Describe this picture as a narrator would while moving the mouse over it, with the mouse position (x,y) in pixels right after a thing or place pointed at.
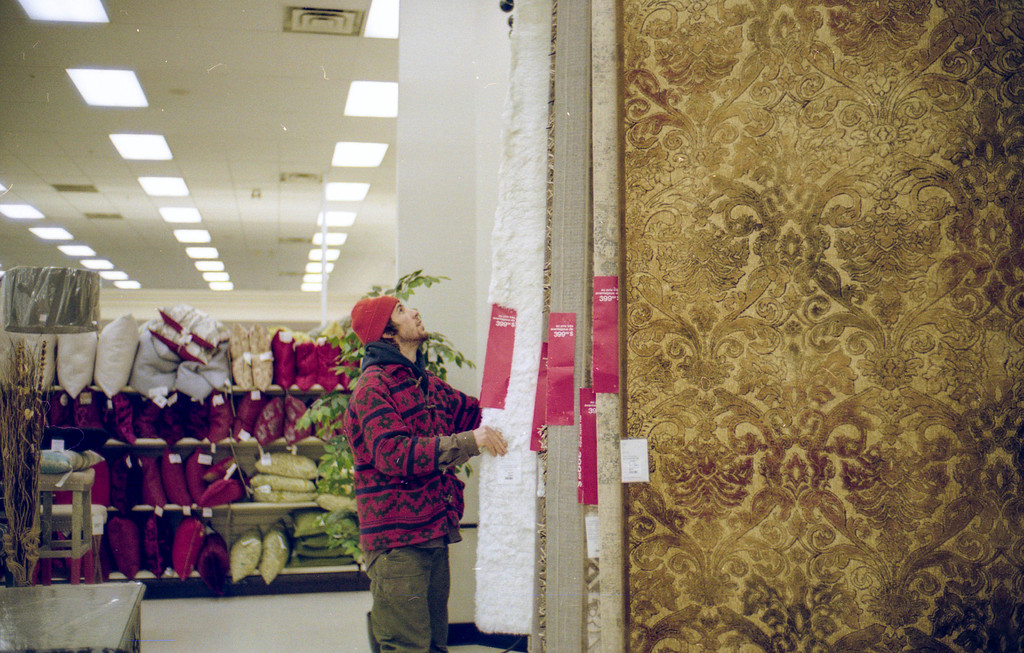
To the right side of the image (724,124) there are many rugs (557,449) with different colors and different designs. And beside the rug (515,384) there is a man (378,410) with red jacket (440,483) is standing and holding the rug (510,419) in his hand (494,432). In the background (259,387) there is a cupboard (294,566) with racks (218,376). Inside the racks (209,437) there are pillows (191,413) with red, white and yellow color. To the bottom left corner of the image (90,595) there is a table (18,587). Beside the table (128,610) there is an object (37,495). To the top of the image (386,205) to the left side (211,120) there is a roof (208,73) with lights (76,10).
